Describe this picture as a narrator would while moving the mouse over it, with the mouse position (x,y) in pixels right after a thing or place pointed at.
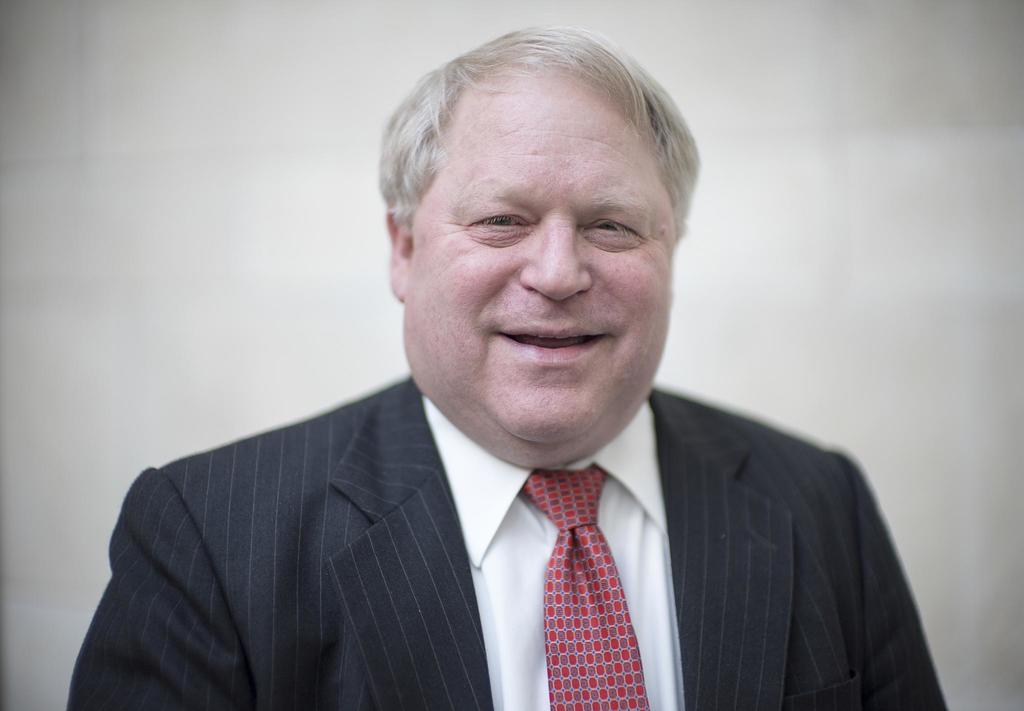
The man (665,545) in the middle of the picture (499,381) wearing white shirt (480,520), black blazer (427,569) and red tie (581,656) is smiling. In the background (875,232), it is white in color.
